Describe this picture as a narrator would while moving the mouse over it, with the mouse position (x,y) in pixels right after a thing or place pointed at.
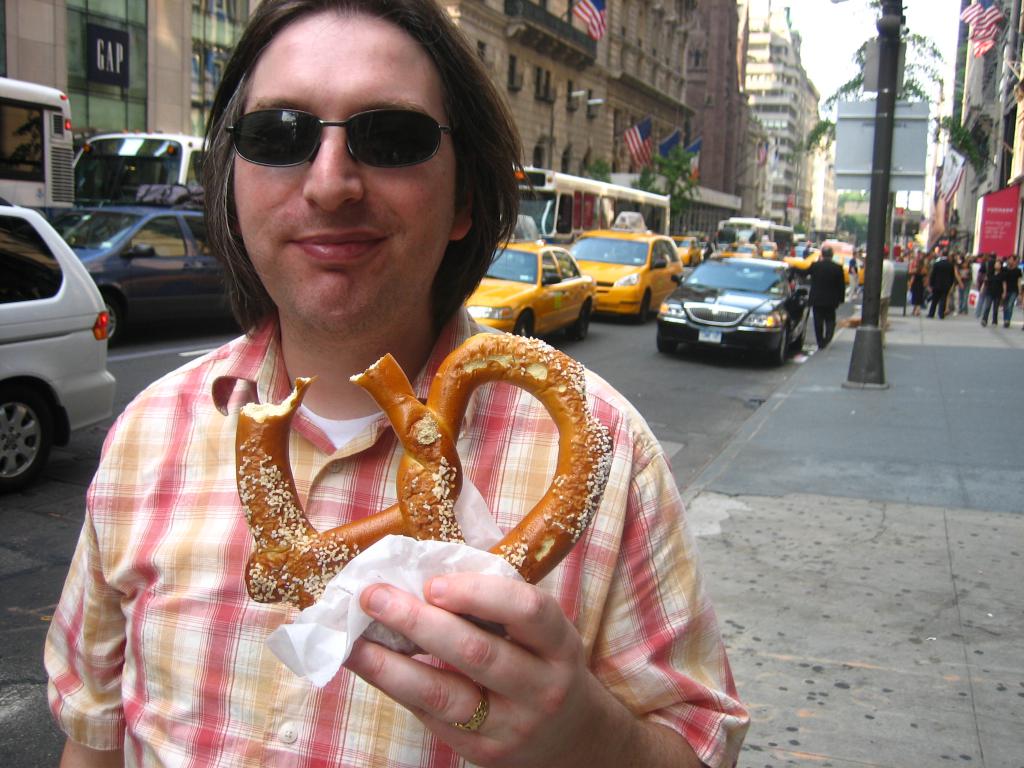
in the image we can see one person (514,454) standing and holding bread (431,514). In the background (599,236) we can see building (582,128), flags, tree (606,171), vehicles (603,209), sign board (991,232) and group of persons (950,278) were standing.
